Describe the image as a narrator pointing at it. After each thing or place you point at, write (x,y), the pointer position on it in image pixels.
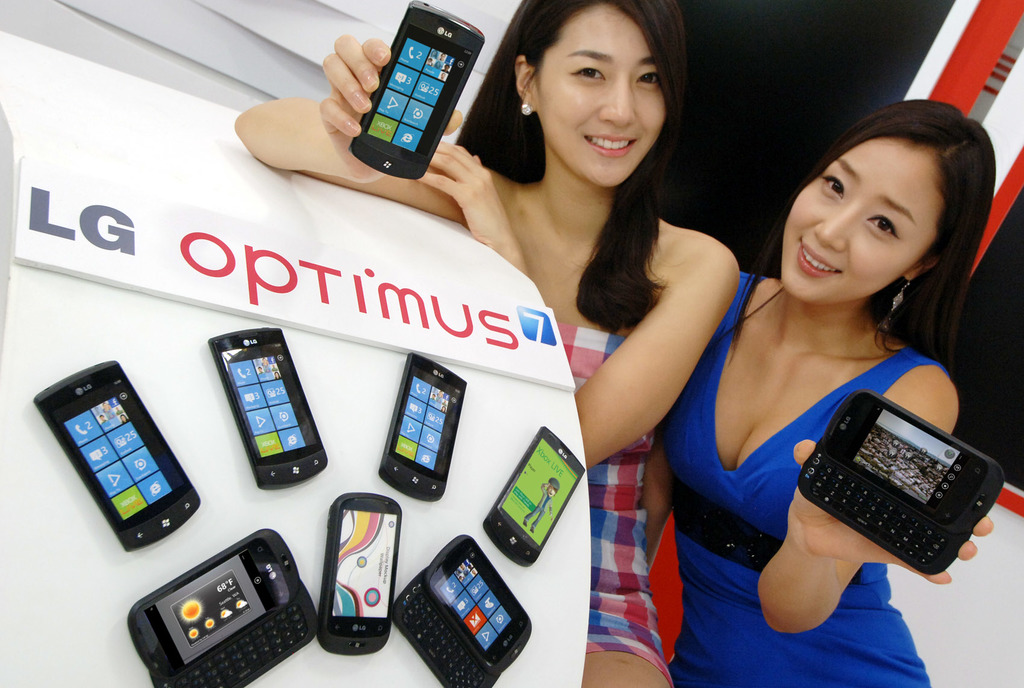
In this picture we can see two women (925,349) holding mobiles (392,70) with their hands (353,63) and sitting and smiling and beside to them we can see mobiles (181,620) on a platform (76,321).
